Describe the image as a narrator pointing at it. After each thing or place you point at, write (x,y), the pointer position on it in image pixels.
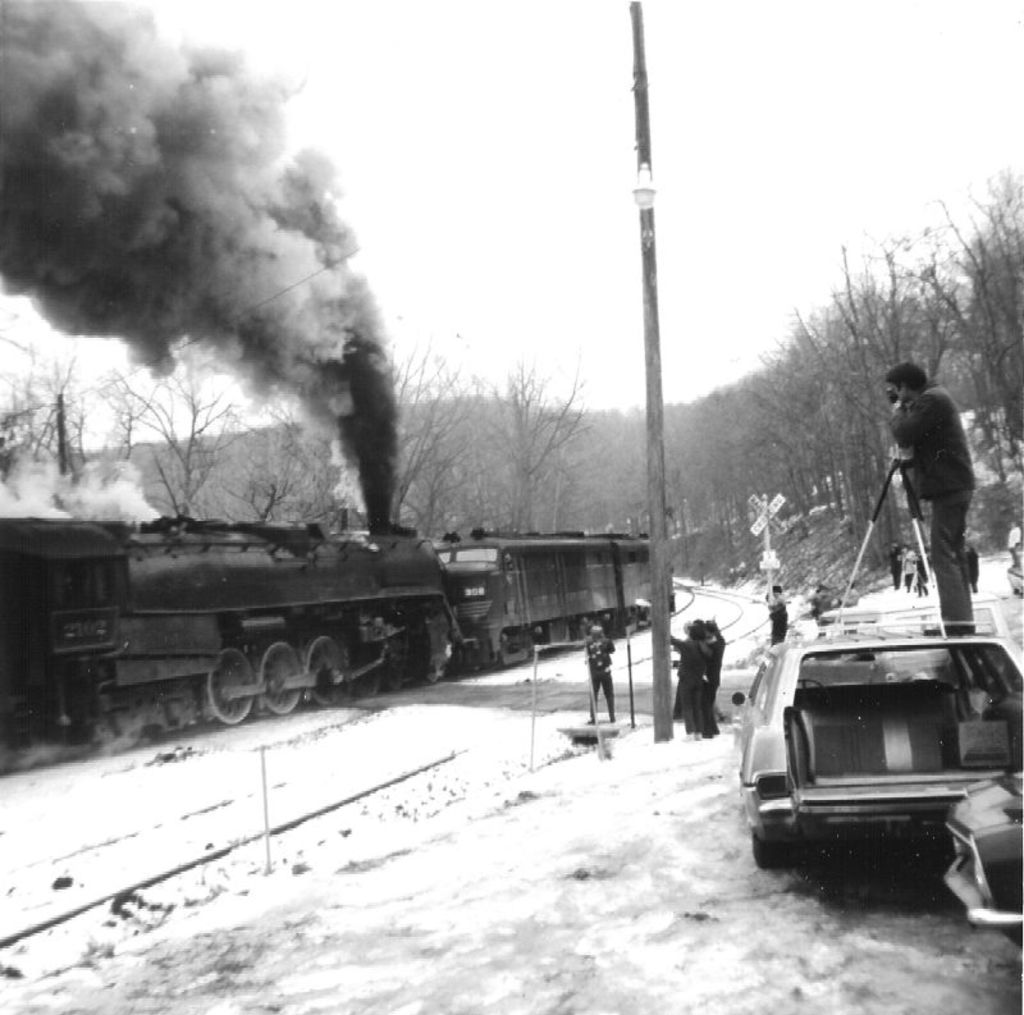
In this black and white image, we can see some trees (694,440). There is a train (318,568) on the left side of the image (165,615). There is a pole (658,644) and some persons (687,631) in the middle of the image (674,642). There is a person (918,438) on the vehicle (907,692) which is on the right side of the image (994,623). There is a sky (518,185) at the top of the image (436,89).
